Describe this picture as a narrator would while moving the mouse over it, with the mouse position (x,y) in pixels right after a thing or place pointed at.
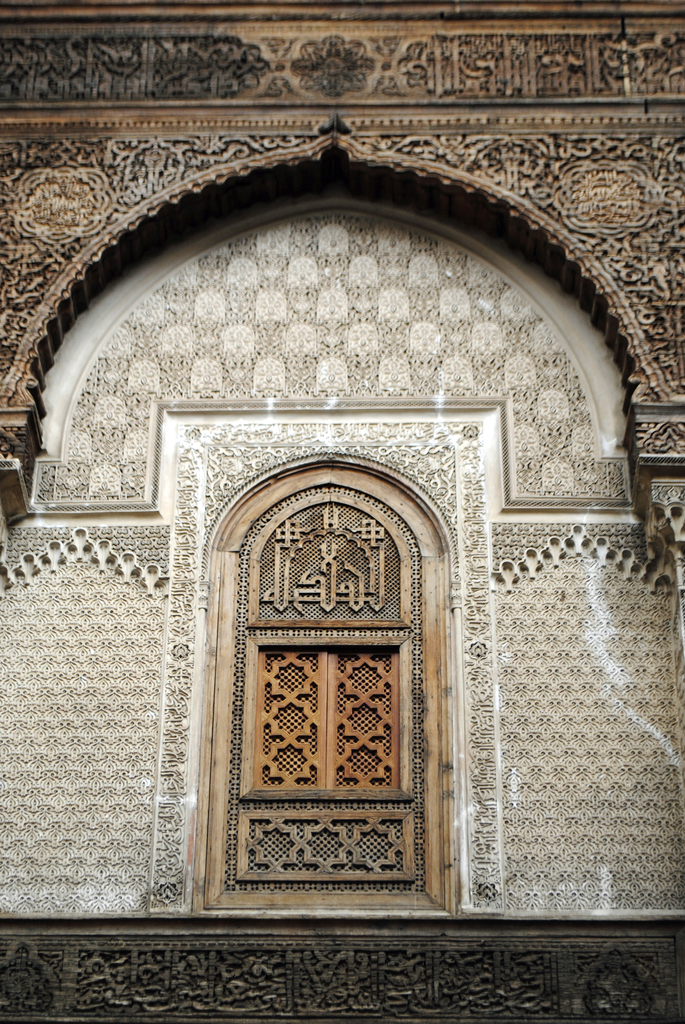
In this image there is a wall (461,138) with a few carvings (129,215) on it and there is a door (288,746) with a text (323,568) and carvings (331,805) on it.
